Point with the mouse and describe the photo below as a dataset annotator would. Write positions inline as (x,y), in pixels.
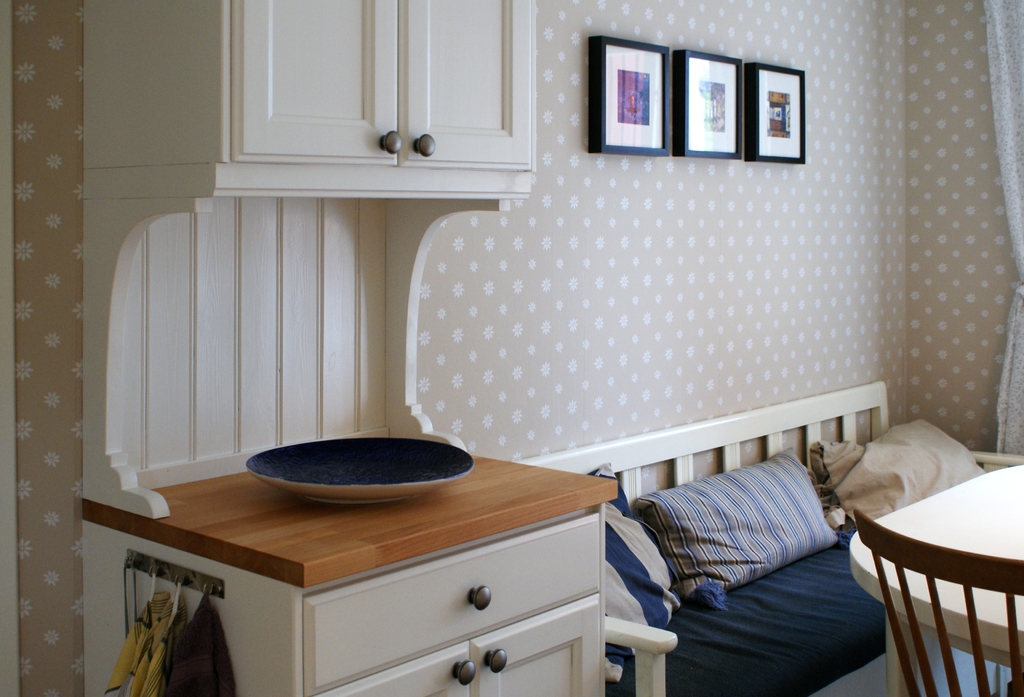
there is a room (522,381) in that room (773,445) there are cushions (726,592) tables (961,538) near to the tables (960,605) there are chairs (1009,578) there are cupboards (409,596) on the wall (658,238) there are frames (760,144).
